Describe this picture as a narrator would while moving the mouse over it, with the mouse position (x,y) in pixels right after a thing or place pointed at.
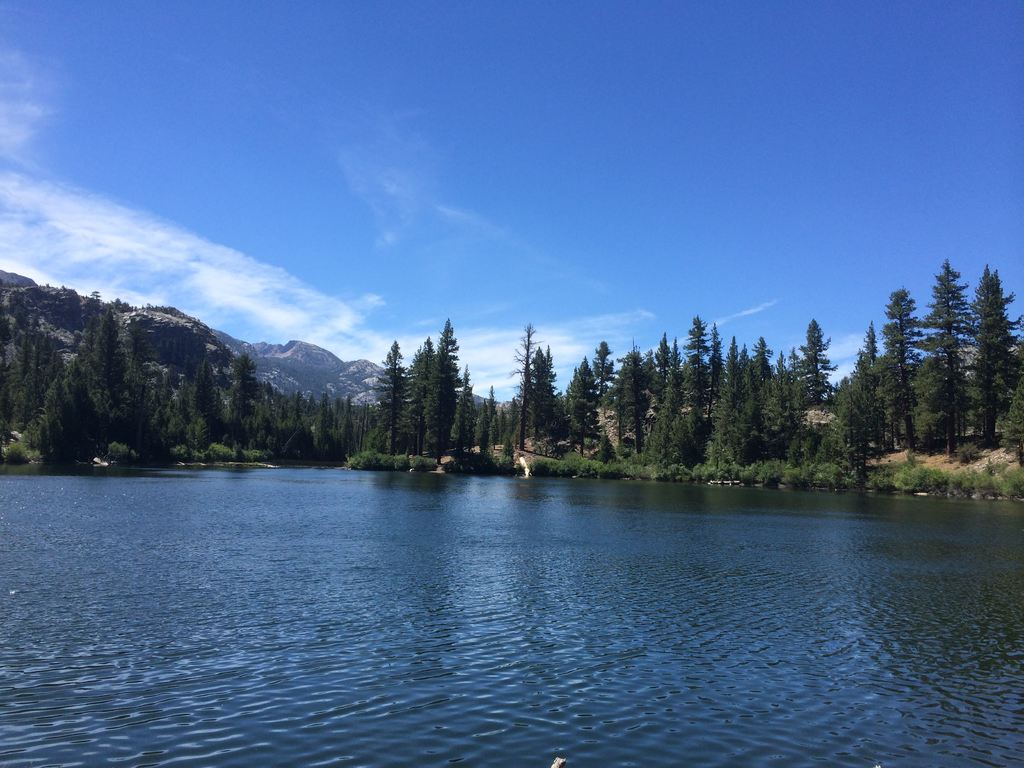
In this image there is water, grass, plants (733,466), trees (745,435), hills (18,319), sky (643,132).
